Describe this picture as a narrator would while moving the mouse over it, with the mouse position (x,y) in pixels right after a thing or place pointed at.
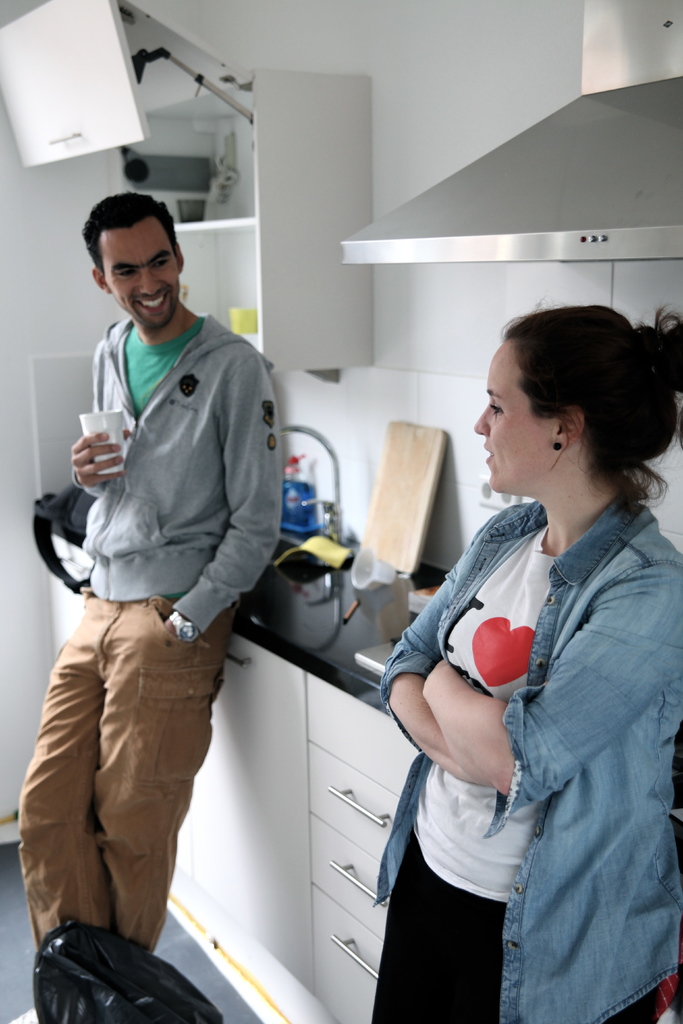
In this image we can see a man (166,604) and a lady (419,662). the man (218,635) is holding a glass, there is a bag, wooden board (412,548), and some other objects (391,576) on the kitchen slab (320,652), there are closets (105,104), and a cupboard (119,111), there is an exhaust fan (611,139), also we can see the wall (412,285).
